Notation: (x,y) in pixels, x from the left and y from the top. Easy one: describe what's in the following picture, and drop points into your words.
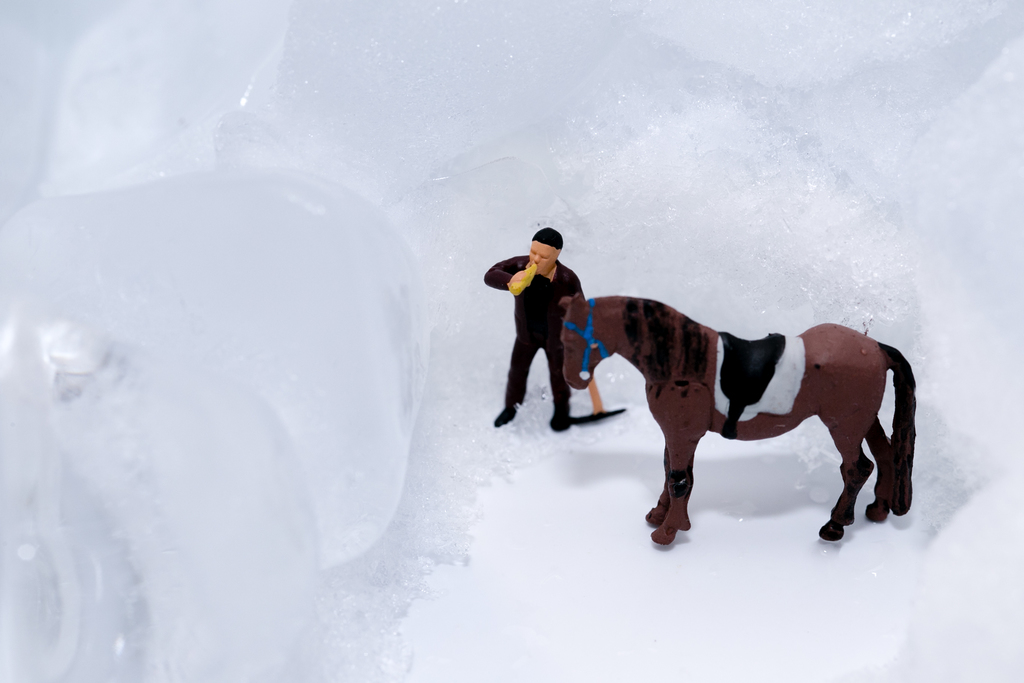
In this image I can see the miniature scene in which I can see a person (548,314) wearing black color dress (541,300) is standing and holding yellow colored object (529,270) in his hand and a horse (659,387) which is black, brown and blue in color. I can see the white colored surface (637,212).
